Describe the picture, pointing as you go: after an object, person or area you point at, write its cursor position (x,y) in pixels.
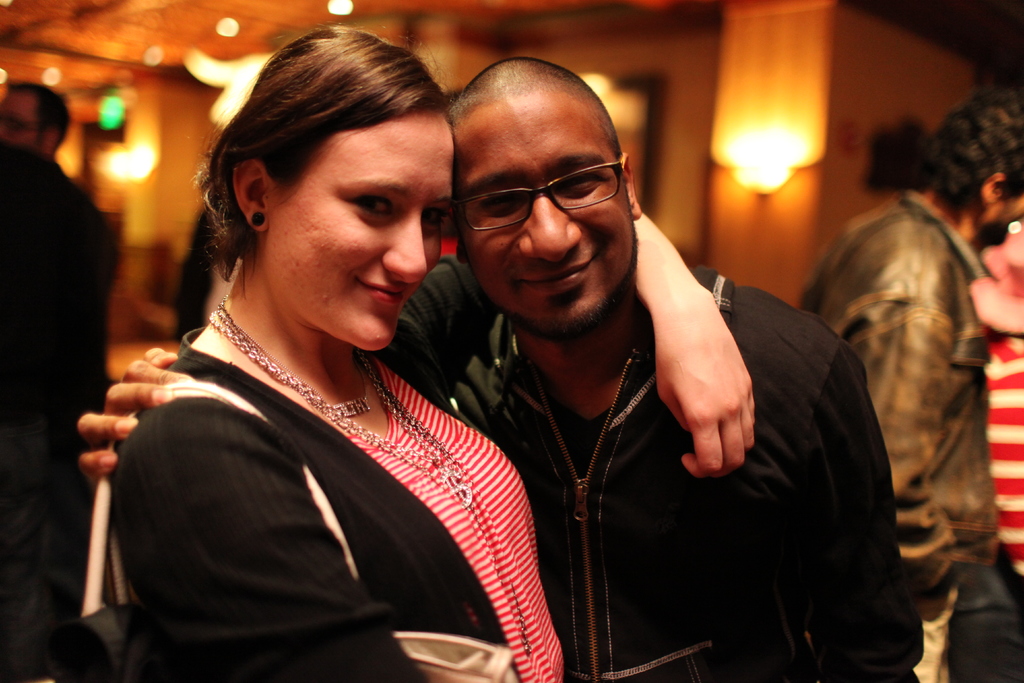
In this image I can see the woman (191,424) and man (553,225) in the foreground (637,369), background (775,143) I can see few persons (57,130) and lights (753,140).
